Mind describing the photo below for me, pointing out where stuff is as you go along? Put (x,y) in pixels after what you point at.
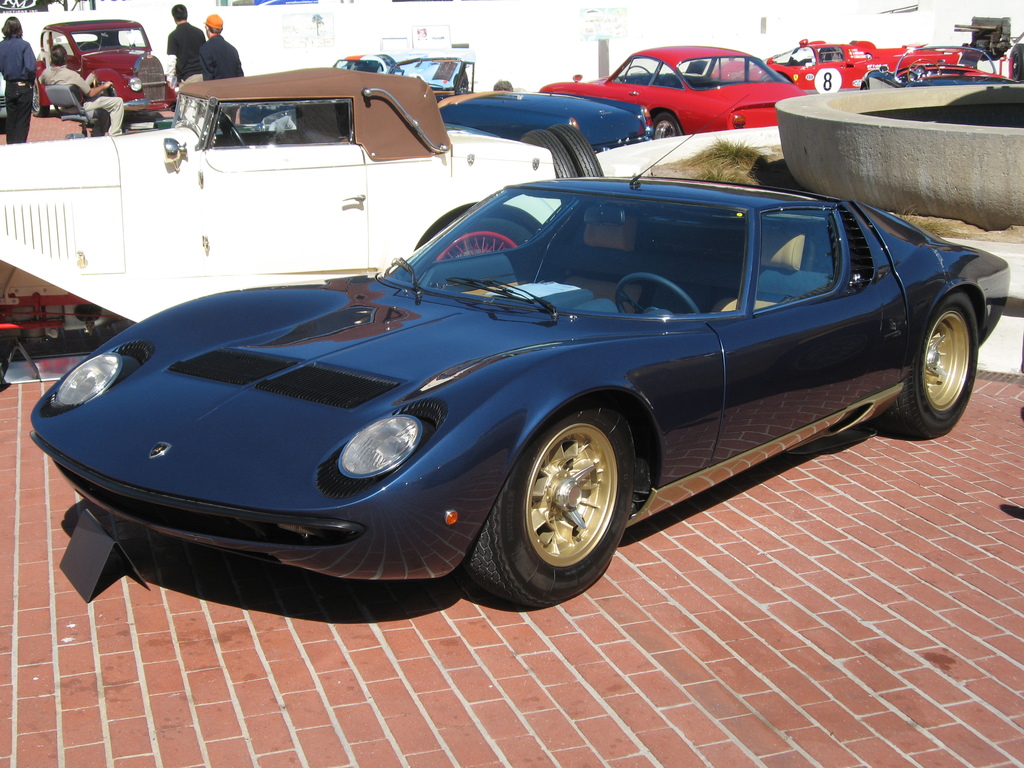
There is a blue color car (615,348) on a brick floor (533,675). In the back (546,105) there are many vehicles (626,70). Some people (170,53) are standing and a person (61,80) is sitting on a chair (73,89). On the right side (879,118) there is a round shaped wall (904,142). Also there is a number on the red car (809,82).
